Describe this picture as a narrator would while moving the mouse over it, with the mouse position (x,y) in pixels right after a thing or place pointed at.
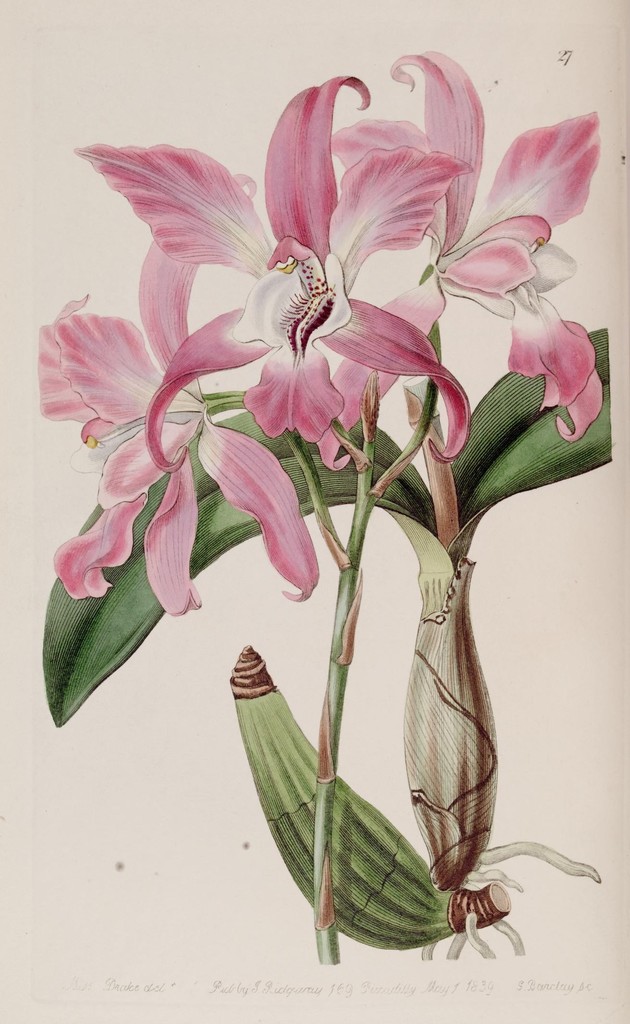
This image is a painting. In this image we can see a painting (301,388) of a flower (271,414).
